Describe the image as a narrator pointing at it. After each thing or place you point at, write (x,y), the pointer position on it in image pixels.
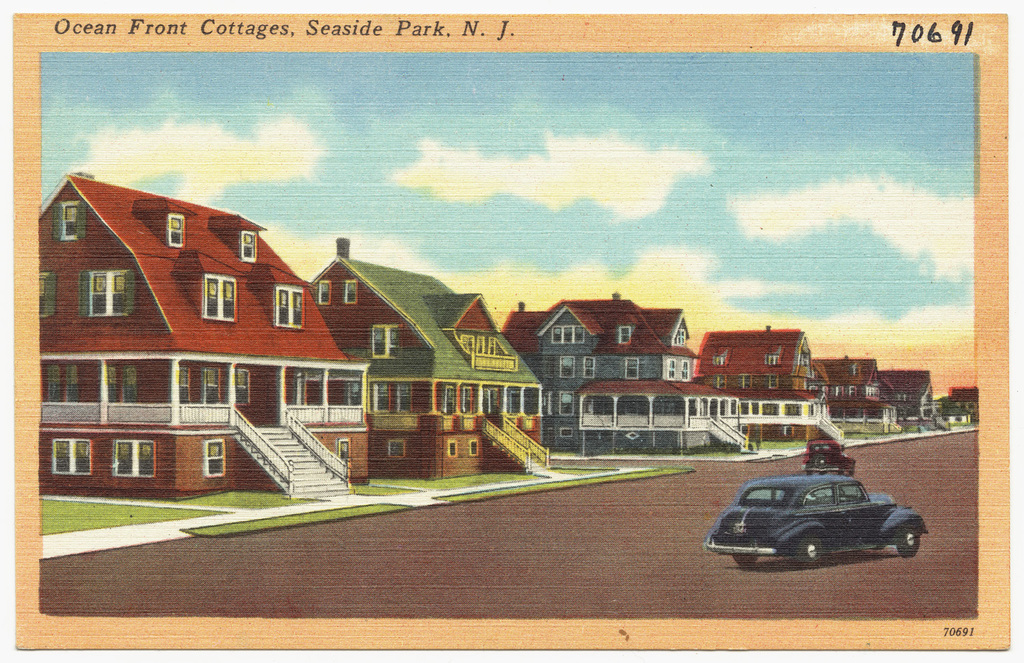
This is a photo and here we can see buildings (379,395), stairs (714,426) and railing (642,423) and we can see vehicles (778,517) on the road (531,521). At the top (563,155), there are clouds (612,190) in the sky (612,190) and we can see some text (340,30).
